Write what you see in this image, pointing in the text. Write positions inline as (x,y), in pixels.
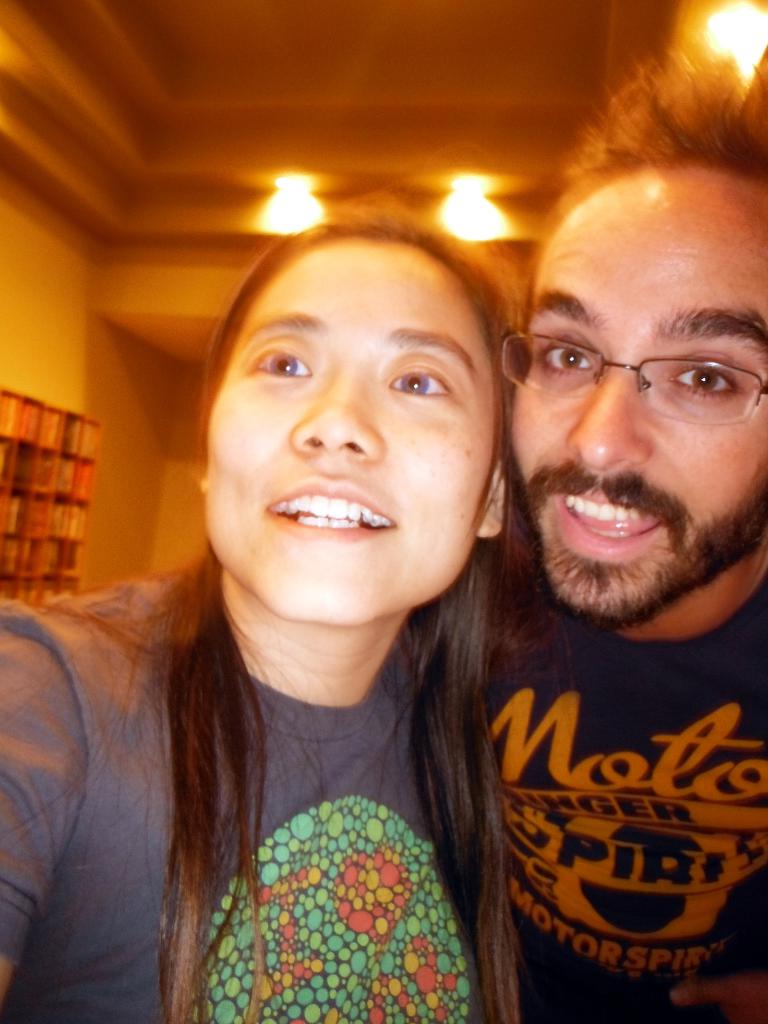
In this image I can see two persons (412,679). The person (577,888) at right (659,706) is wearing black color shirt (711,698) and the person (237,805) at left (94,843) is wearing gray color shirt (77,837). In the background (22,557) I can see few books (2,400) in the racks (9,515) and few lights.
